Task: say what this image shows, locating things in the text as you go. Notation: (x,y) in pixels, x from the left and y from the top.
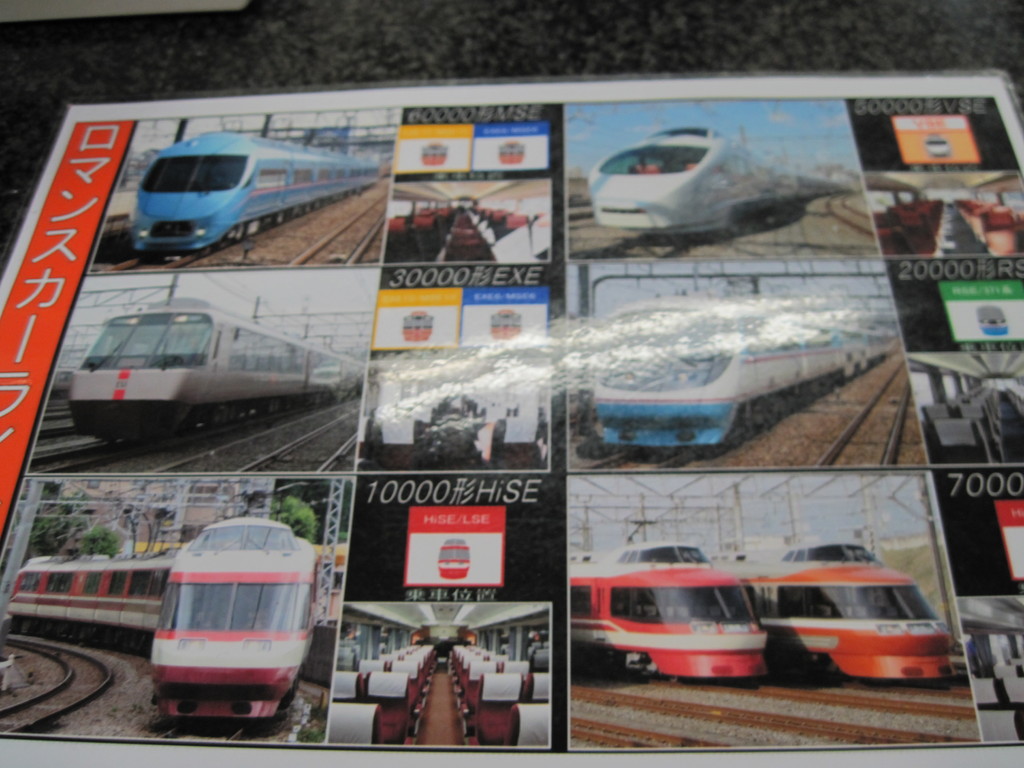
In this image we can see a chart (574,536) with pictures of trains (321,332) on it.
